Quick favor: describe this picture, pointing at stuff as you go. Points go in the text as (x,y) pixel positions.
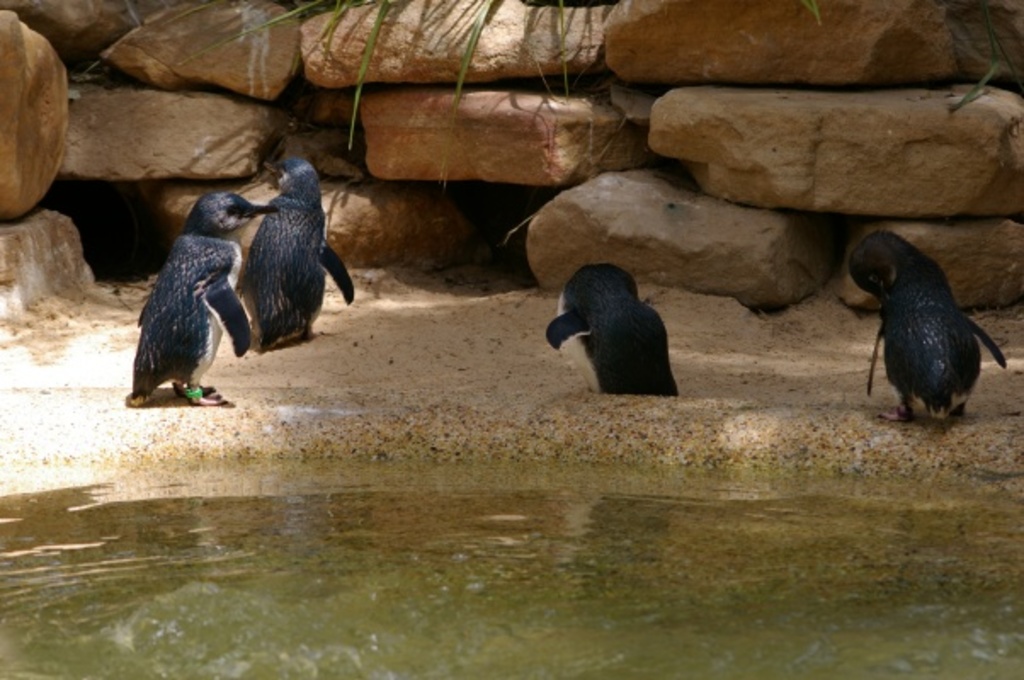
There are four penguins (571,360) beside the water (417,479) and there are huge rocks (411,137) behind the penguins (963,371).
